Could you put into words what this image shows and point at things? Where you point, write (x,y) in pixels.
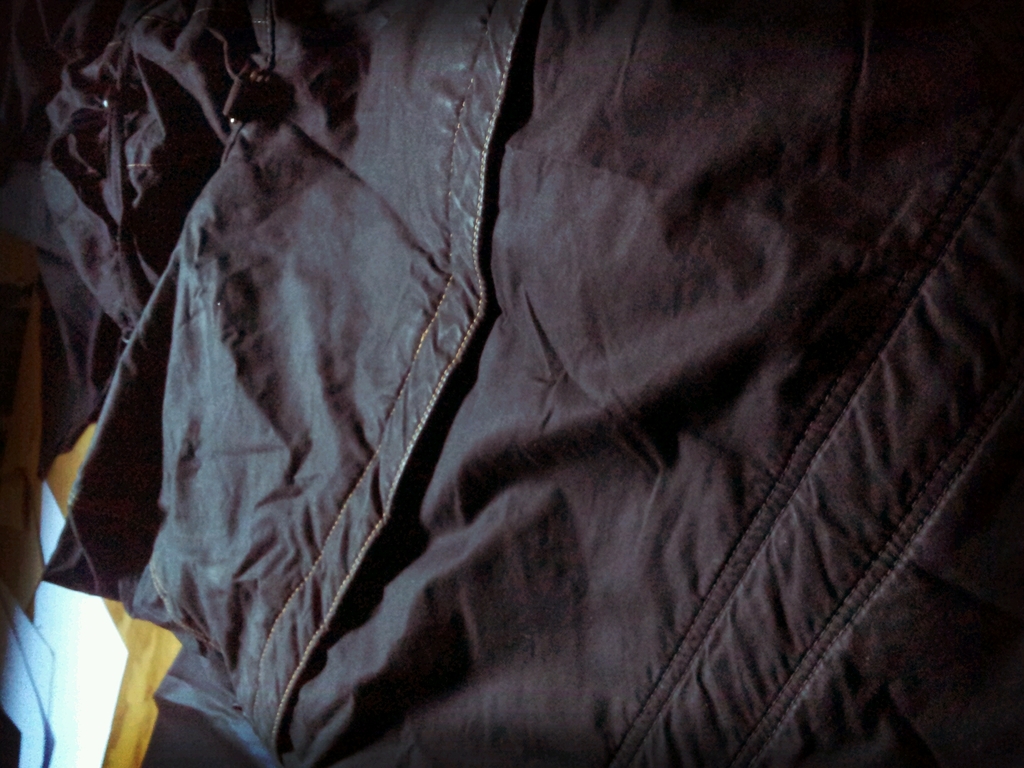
In this image I can see a black colour cloth (290,265). On the bottom left side of the image (21,533) I can see a yellow colour thing (132,626) and on it I can see three white colour papers like things (48,653).
